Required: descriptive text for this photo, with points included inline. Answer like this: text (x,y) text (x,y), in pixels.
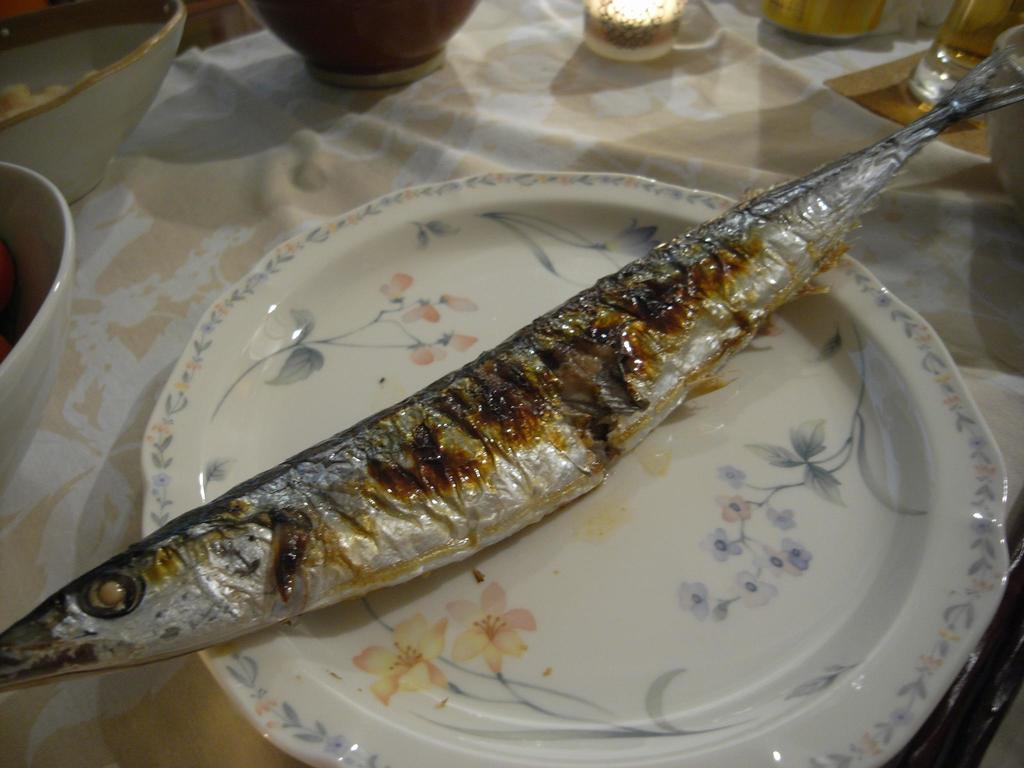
In this image we can see a fish (371,472) on a plate (614,564) and the plate (573,527) is placed on a cloth (131,368). At the top (452,8) there are few bowls (451,35) placed on a cloth (307,144).
